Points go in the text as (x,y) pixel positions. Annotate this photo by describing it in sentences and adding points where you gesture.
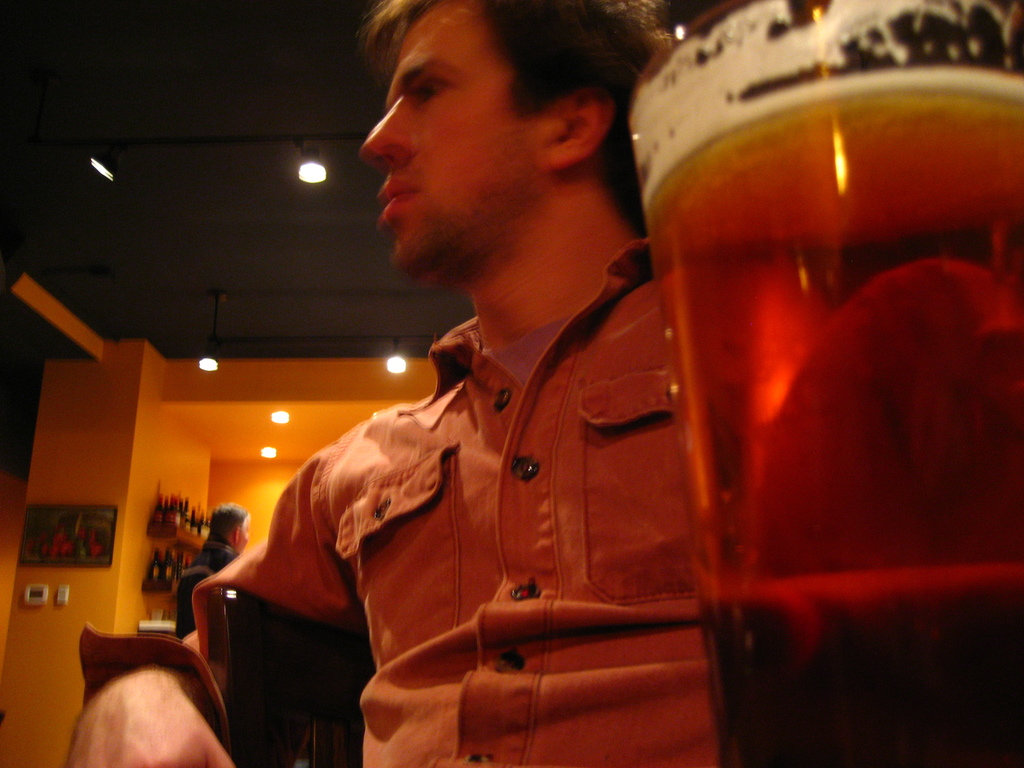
There is a person (489,505) sitting in chair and there is a glass (904,419) of beer (890,419) in the right corner (902,471) and there are some other objects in the background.
